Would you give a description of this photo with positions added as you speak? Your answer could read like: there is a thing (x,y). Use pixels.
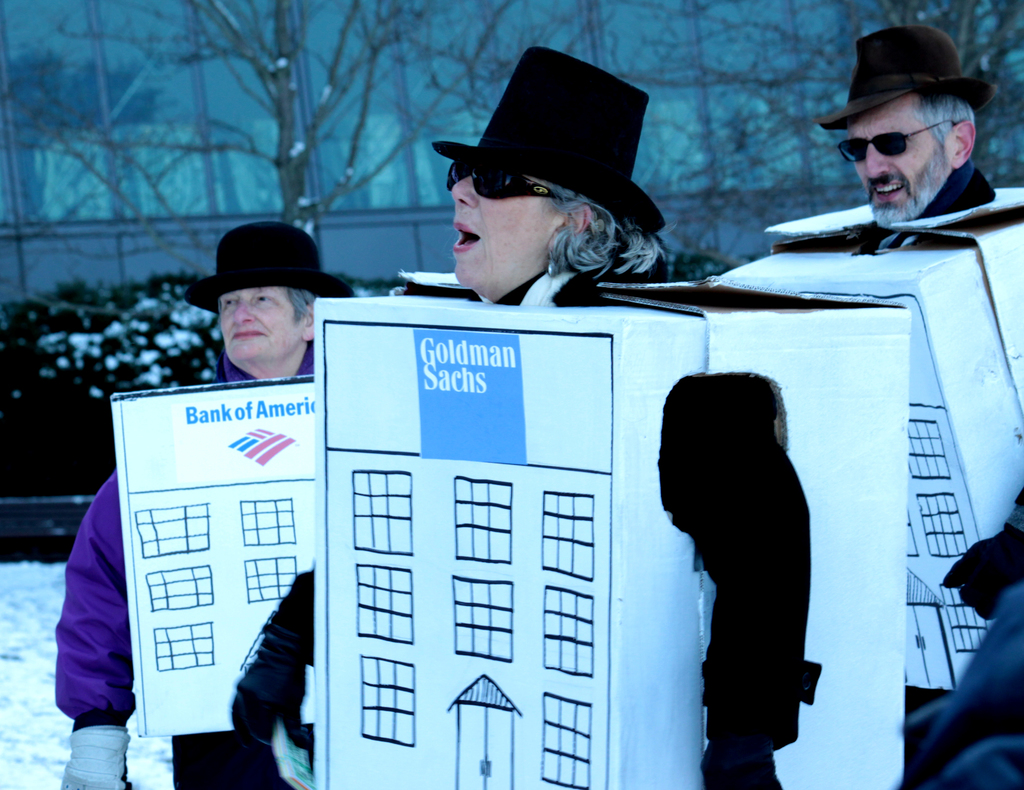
In the image there are people (301,316) with white boxes (358,406) with drawing (444,328) and something written on it. On their heads (898,165) there are hats (628,96) and two of them kept goggles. Behind them there are plants (163,285) covered with snow (77,352) and also there are few trees (119,144).
